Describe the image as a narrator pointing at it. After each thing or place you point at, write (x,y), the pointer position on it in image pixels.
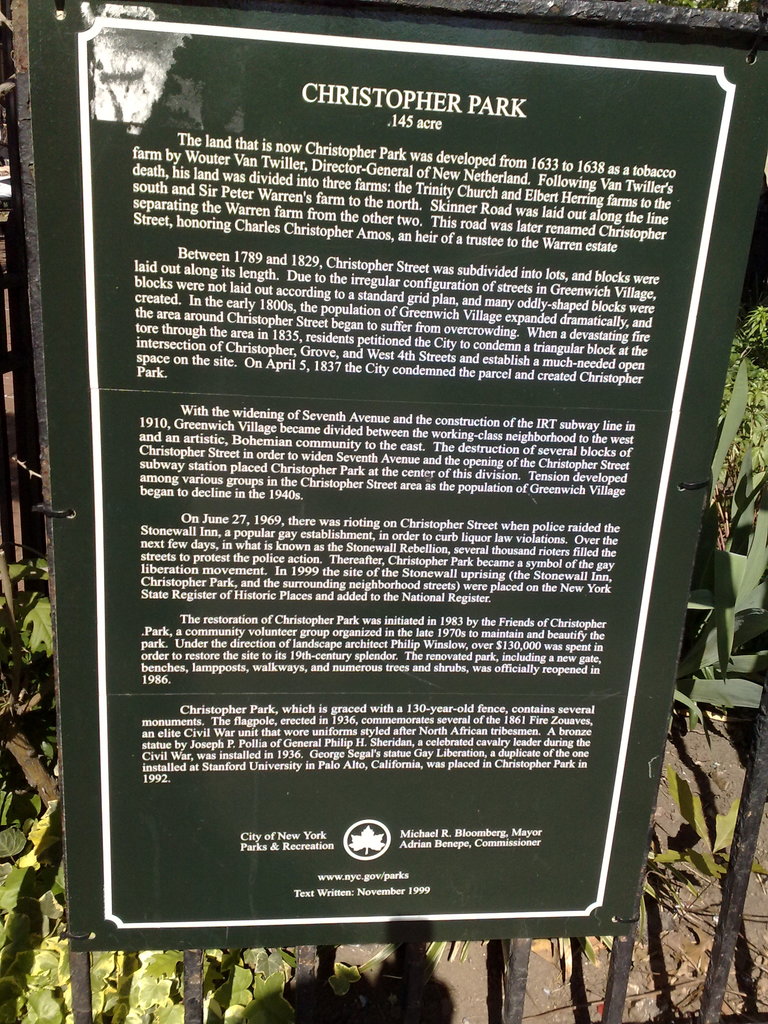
Here we can see texts (187,523) written on a board (175,728). In the background (3,1018) there are plants (3,1018) and we can also see poles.
